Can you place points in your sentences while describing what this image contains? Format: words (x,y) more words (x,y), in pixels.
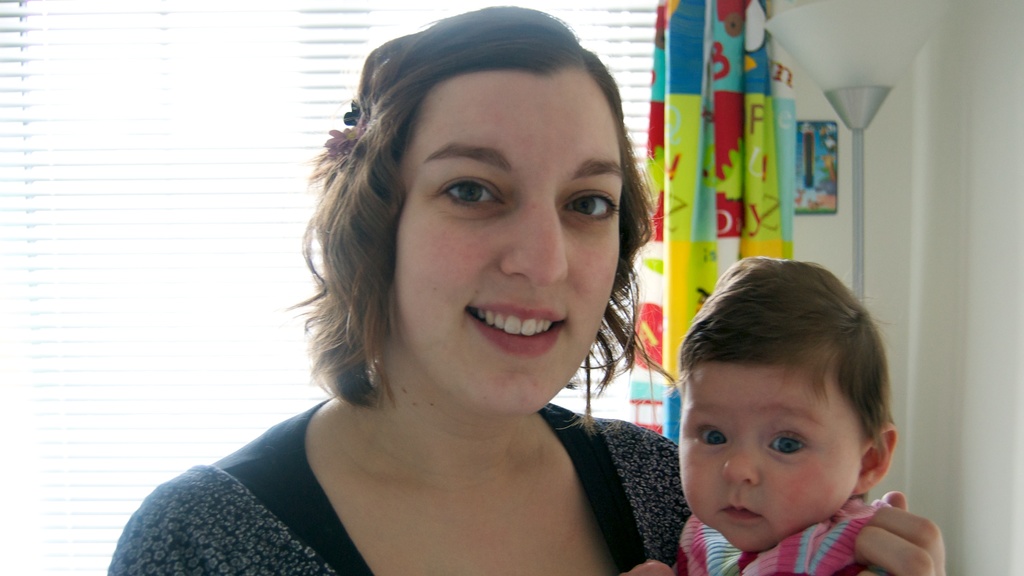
In this given picture, I can a woman (297,574) carrying her child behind the women (303,420), I can see a curtain (670,44) after that i can see light (847,86) and small image (826,196).
